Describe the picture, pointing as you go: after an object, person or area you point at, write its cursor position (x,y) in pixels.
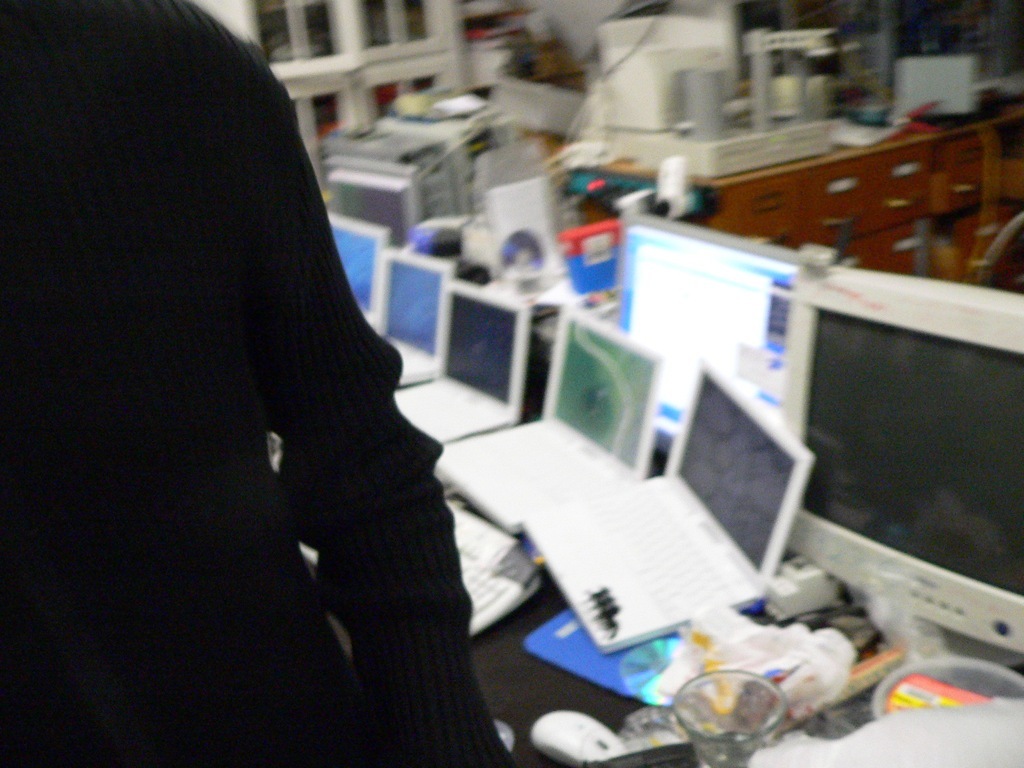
On the left side of the image (324,442), we can see cloth (257,545). In the middle (450,298) and right side of the image (938,555), we can see laptops (701,388), monitor (851,366), glass objects (751,745), desk (982,257) and few things (831,251).
